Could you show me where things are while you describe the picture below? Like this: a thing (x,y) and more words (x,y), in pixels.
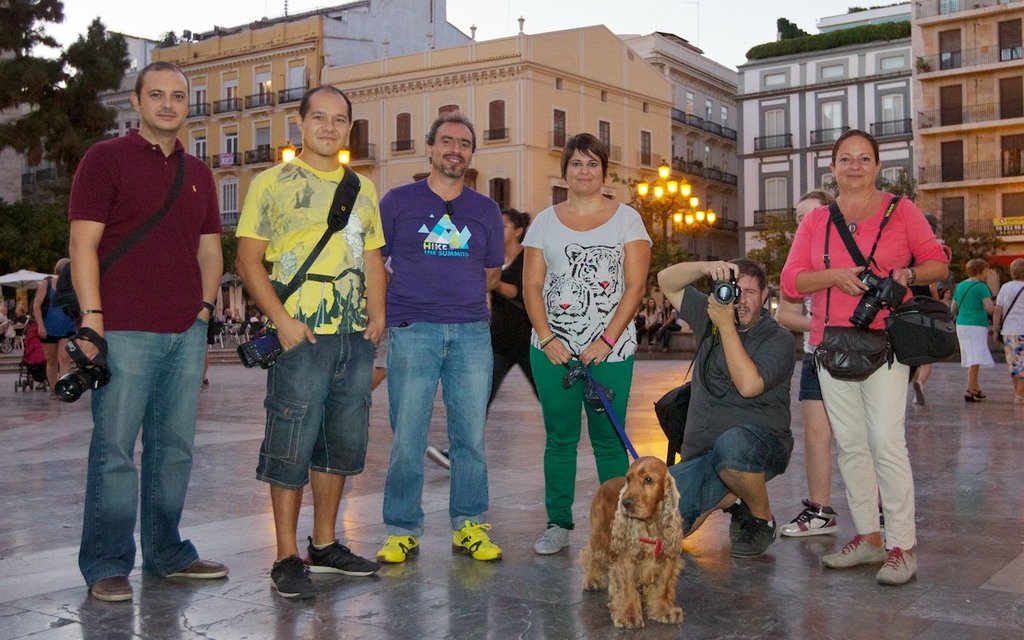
There are six members (584,334) in this picture, holding cameras (82,354) across their shoulders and one guy (703,431) in the right side (711,478) is clicking a picture. There is a dog (607,528) and a woman (581,310) is holding this dog (603,531). In the background (660,196), there are some street lights (672,194), buildings (663,82), trees (95,79) and a sky (532,6) here.
